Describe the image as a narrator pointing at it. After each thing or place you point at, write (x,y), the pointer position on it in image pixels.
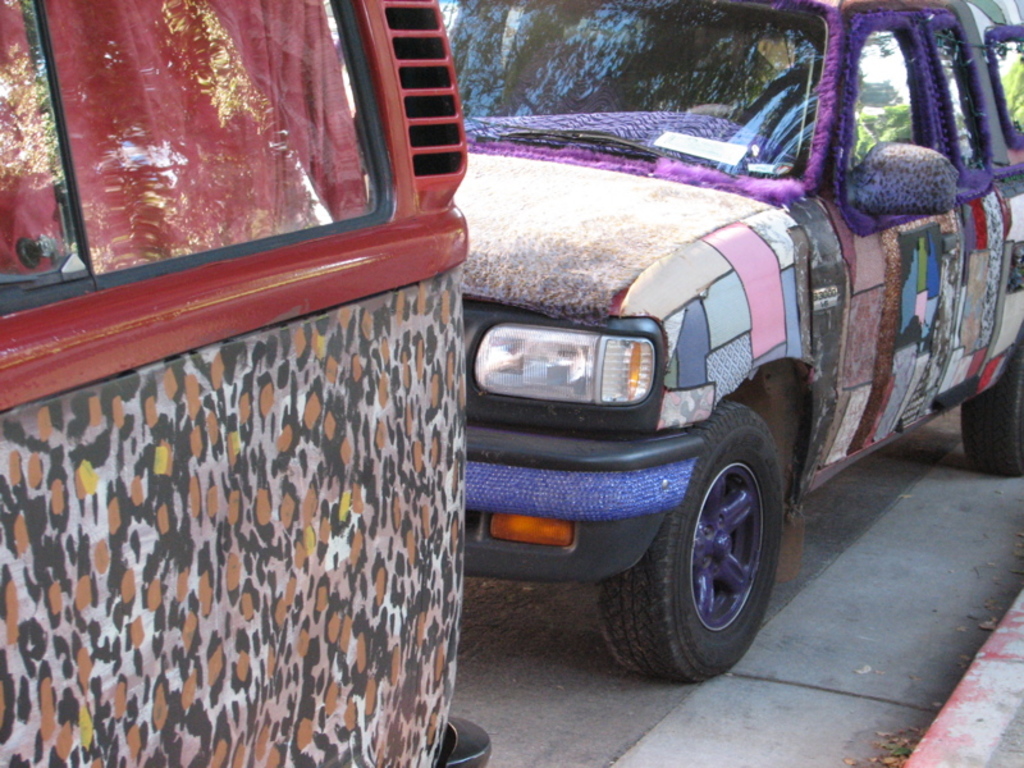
In this picture I can see vehicles (678,613) on the road (877,596).
